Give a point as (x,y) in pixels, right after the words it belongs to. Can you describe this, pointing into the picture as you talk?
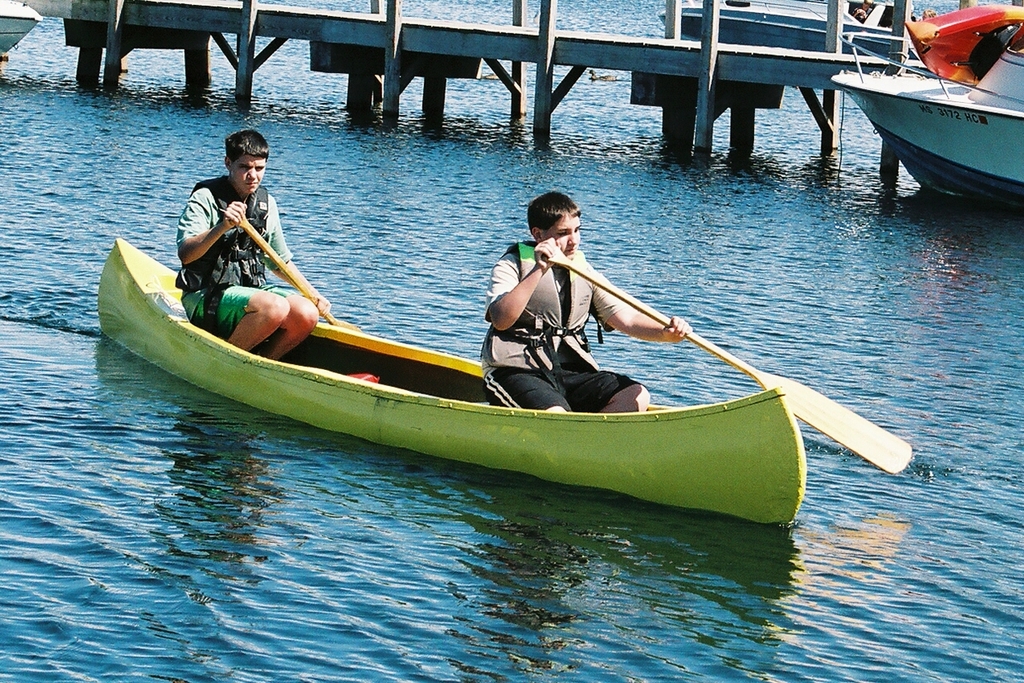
In this image I can see a boat (427,442) which is yellow in color on the surface of the water (239,617) and two persons (224,281) sitting in a boat (229,343) holding paddles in their hands (664,339). In the background (947,165) I can see a bridge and two boats (947,149) tied to the bridge (827,79).
